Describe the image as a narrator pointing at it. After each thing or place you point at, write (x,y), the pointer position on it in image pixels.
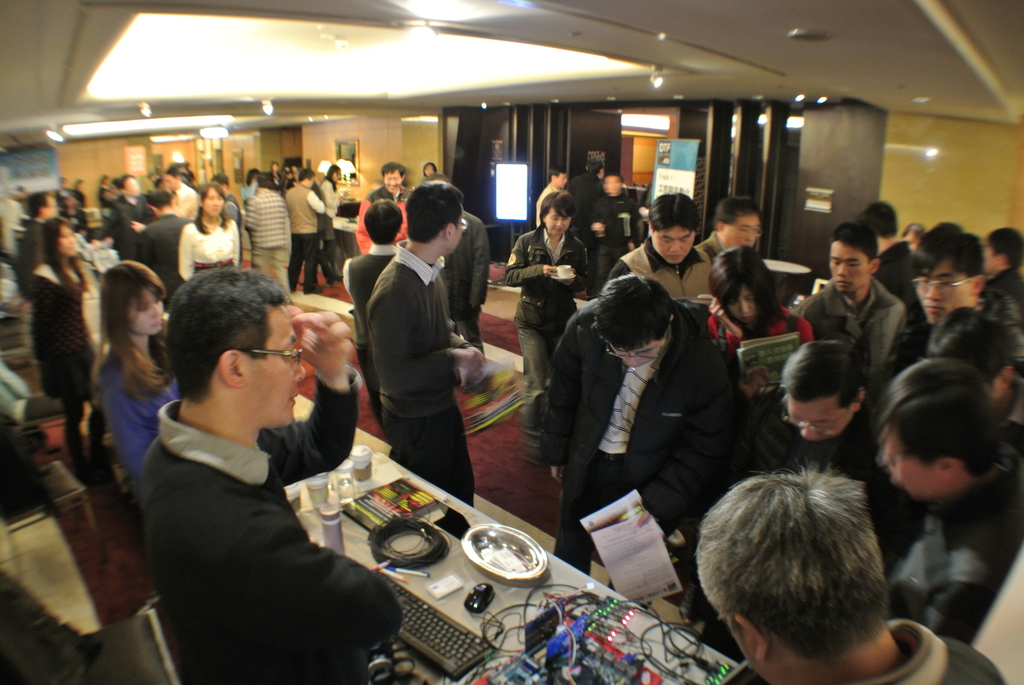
In this image I see number of people (458,243) who are standing and I see a table (351,535) on which there is a keyboard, a mouse (473,606) and many other things (419,531) and I see that this man (610,482) is holding a thing (629,537) in his hand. In the background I see the wall (240,151) and I see the lights (311,89) on the ceiling (746,31).
